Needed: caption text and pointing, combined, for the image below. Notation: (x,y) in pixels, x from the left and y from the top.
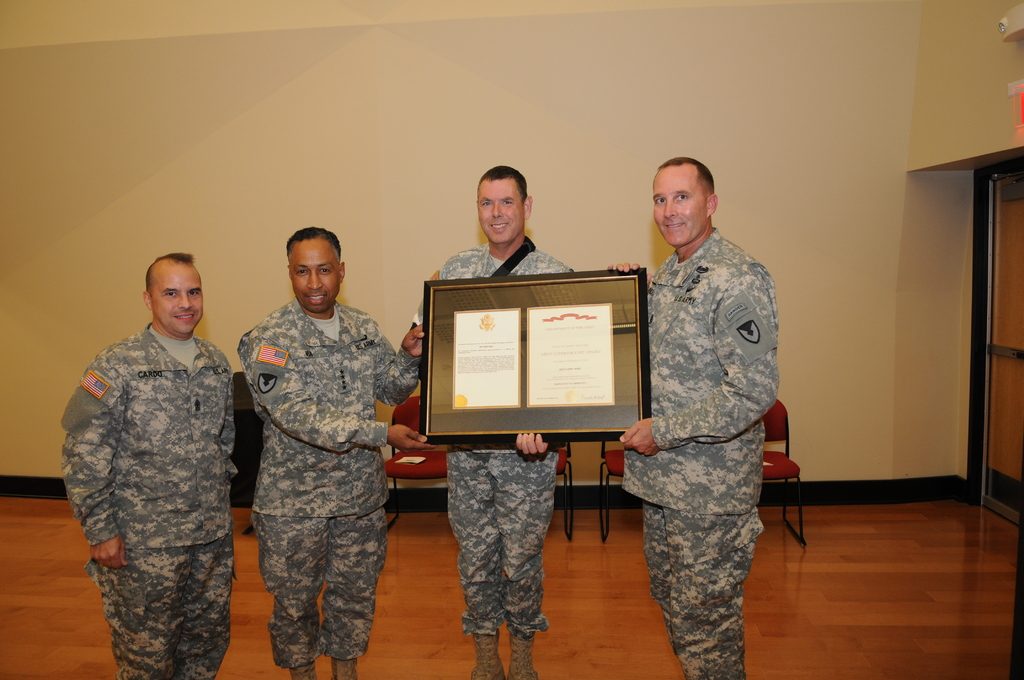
In this picture I can see four persons (756,322) standing and smiling, there are three persons (715,210) holding a frame (628,313), where there are two certificates (467,341) in it, and in the background (761,184) there are chairs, door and there is a wall (327,181).
